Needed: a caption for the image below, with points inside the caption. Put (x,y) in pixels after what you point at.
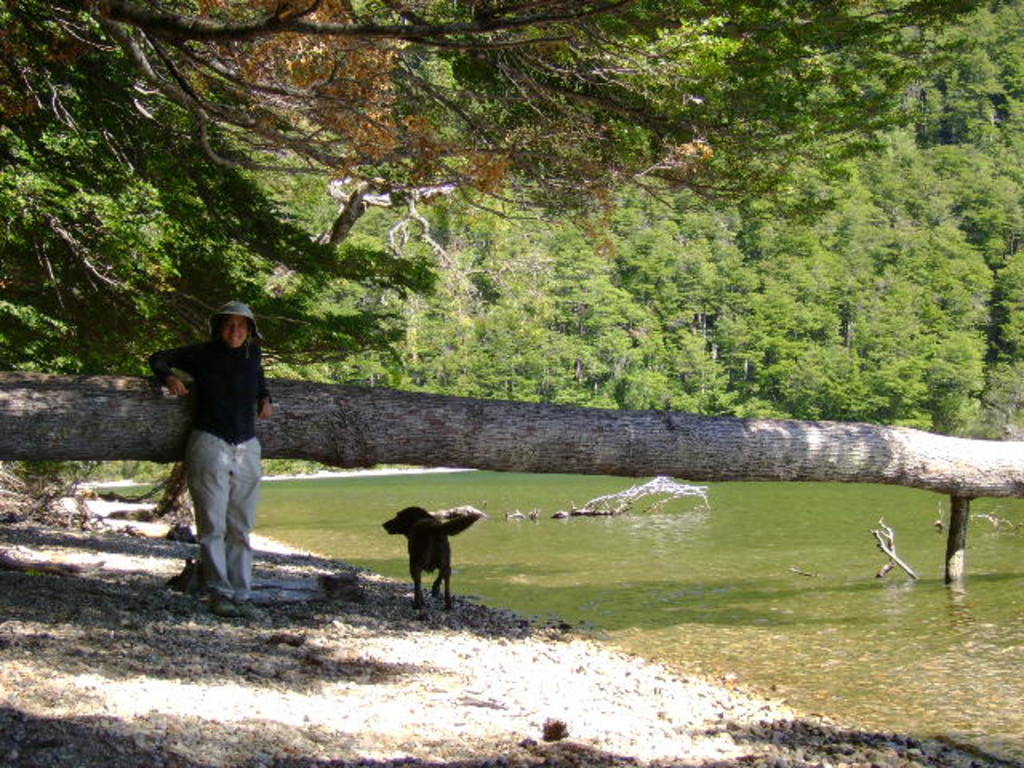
In the foreground of the picture (423,415) there are stones (517,699), water (771,485), trunk (380,434) of a tree (497,435), woman (220,354) and dog (424,525). In the center of the picture (488,270) there are trees (544,333) and water (518,489). It is sunny.
